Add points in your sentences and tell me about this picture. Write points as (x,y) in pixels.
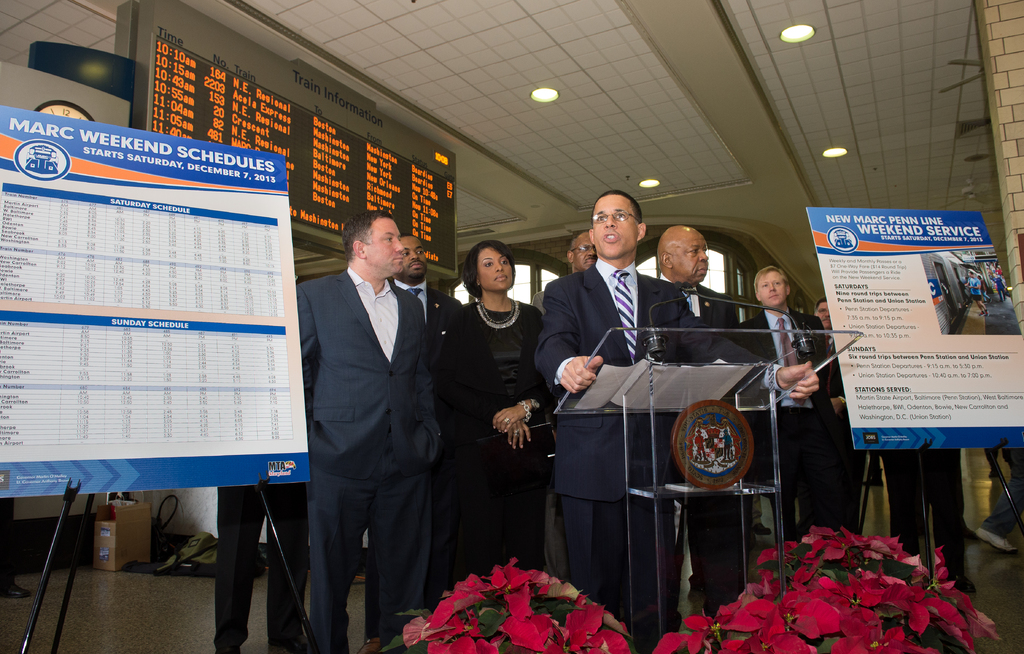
In this image there are many people (583,241) standing. Also there is a stand (675,329) with mics (716,299). And there is an emblem (724,437). At the bottom (755,603) there are flower bouquets (741,611). There are boards (211,371) with stands (917,458). On the ceiling (696,118) there are lights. In the background (243,76) there is a screen (334,156) with something written. On the ground (154,602) there is a cardboard box (126,531) and some other things (187,543).
